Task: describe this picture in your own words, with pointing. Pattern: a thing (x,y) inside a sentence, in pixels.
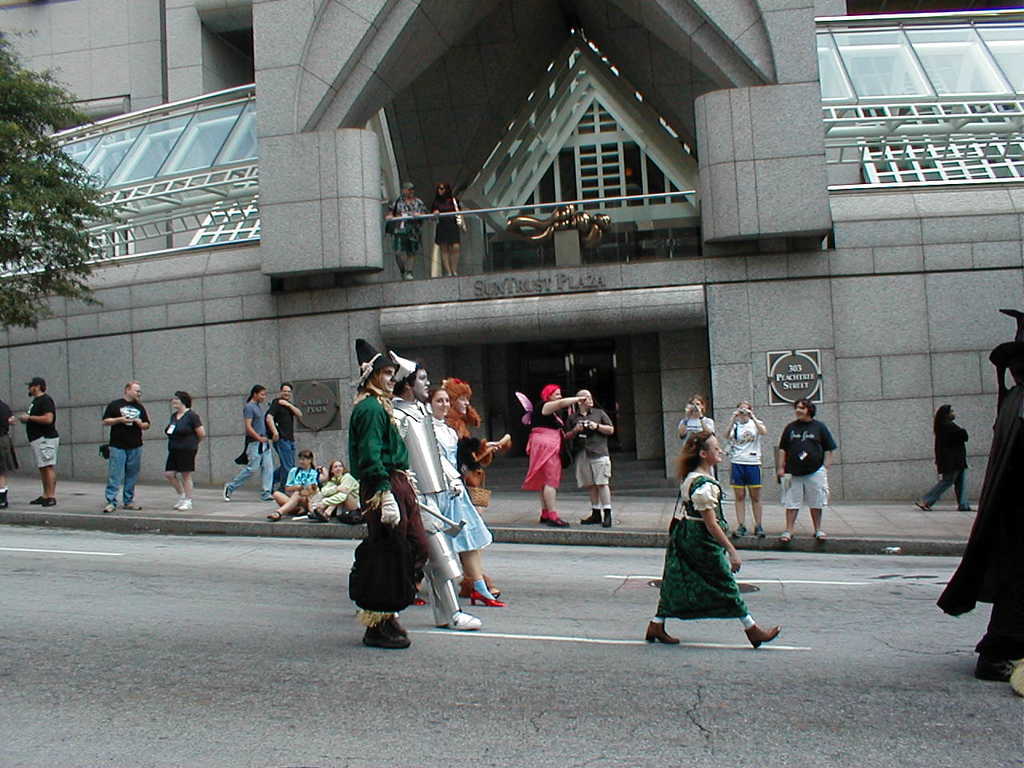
At the bottom of the image (1012,548) on the road (934,579) there are few (385,433) with costumes (419,443). They are walking on the road (619,569). Behind the road (619,569) on the footpath (89,499) there are few people (202,427). Behind them there is a building (928,96) with walls (866,296), roofs (985,77), glasses (970,56) and there are names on the walls (543,289). And also there is railing (673,195). On the left side of the image (16,143) there are leaves (39,118).
